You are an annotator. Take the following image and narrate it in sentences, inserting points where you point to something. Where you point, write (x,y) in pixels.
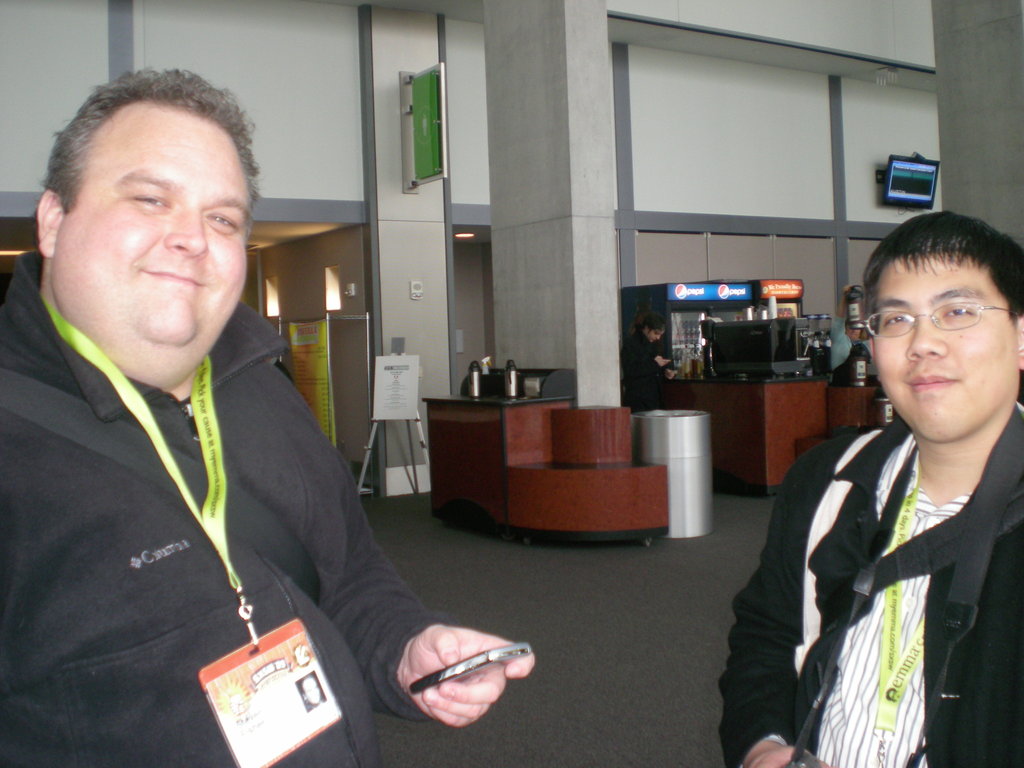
In this image I can see two people (98,742) standing and holding something. Back I can see boards (391,383), stand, fridges (694,299) and few objects (785,351) on the table (813,377). I can see a screen (889,171) on the wall (733,142).
